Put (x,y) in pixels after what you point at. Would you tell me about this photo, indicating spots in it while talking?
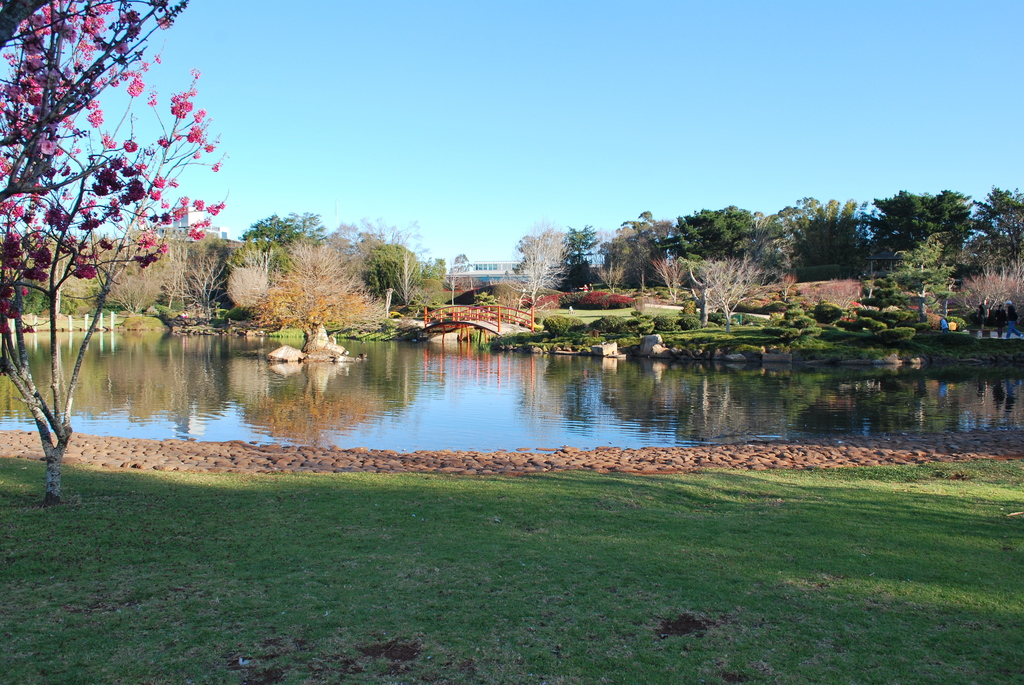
At the bottom of the image (425,597) there is grass (665,529). In the background of the image (436,294) there are trees (256,289), water (638,364), bridge (487,318), sky (494,172).
